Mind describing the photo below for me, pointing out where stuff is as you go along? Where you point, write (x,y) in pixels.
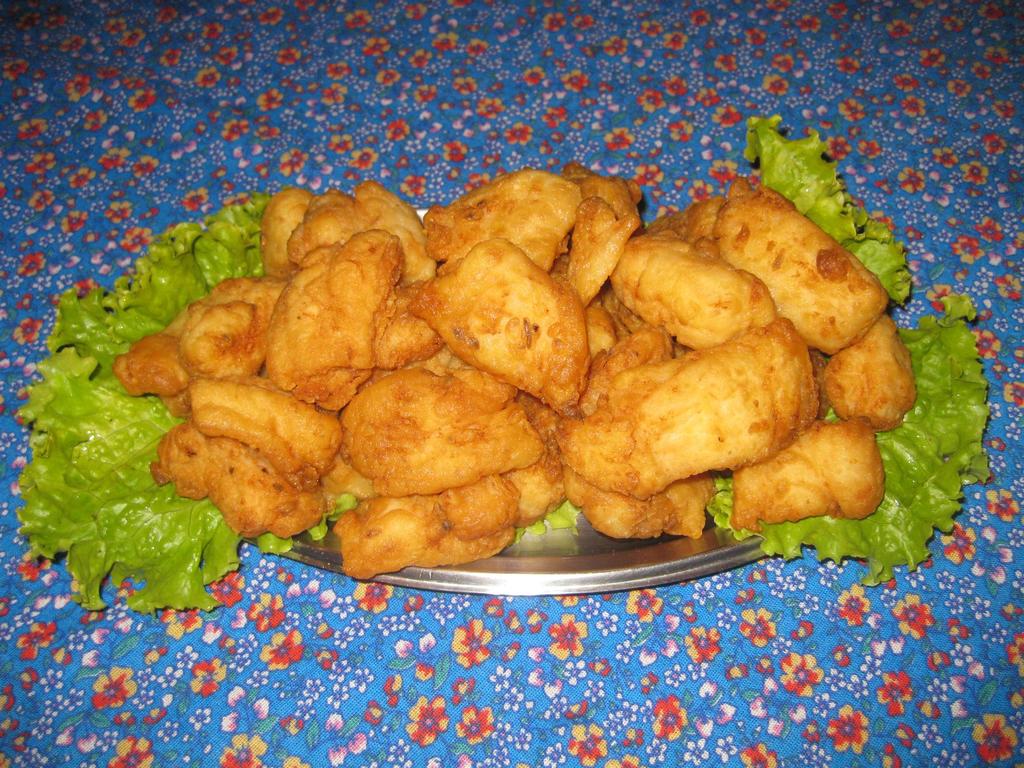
In the center of the image (544,330), we can see snacks (376,334) and there are leaves (785,527) on the plate (570,573). At the bottom (532,705), there is table (575,707).
